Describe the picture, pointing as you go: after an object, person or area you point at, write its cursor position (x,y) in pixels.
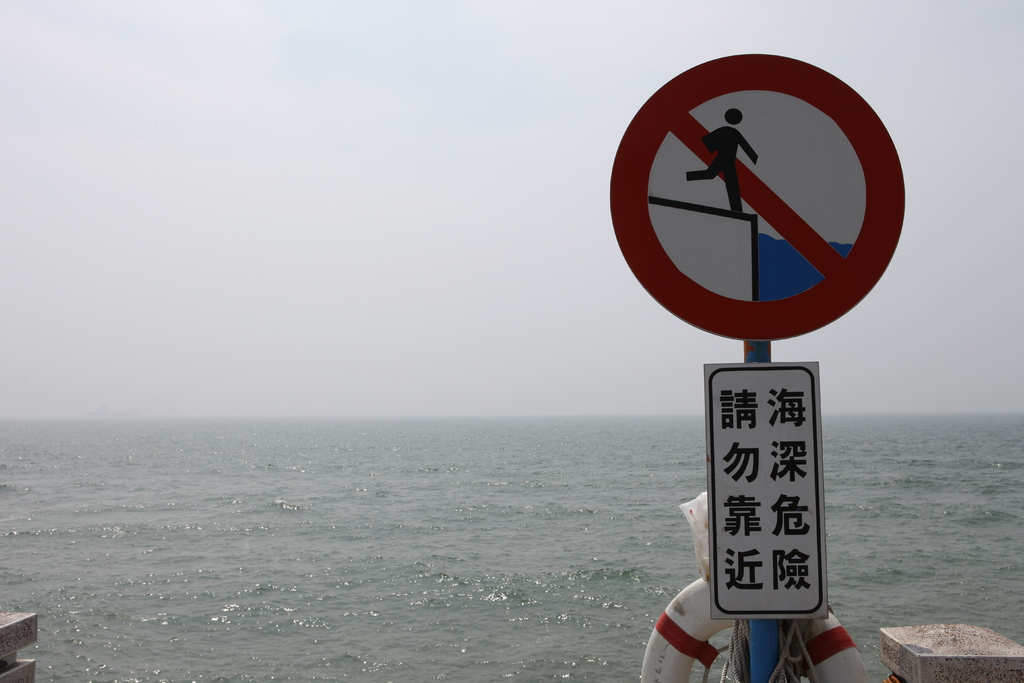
In this image we can see a sign board (740,372) to a pole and a swimming tube (692,594) tied with a rope (780,643). On the backside (519,474) we can see a large water body (331,496) and the sky (186,382) which looks cloudy.
